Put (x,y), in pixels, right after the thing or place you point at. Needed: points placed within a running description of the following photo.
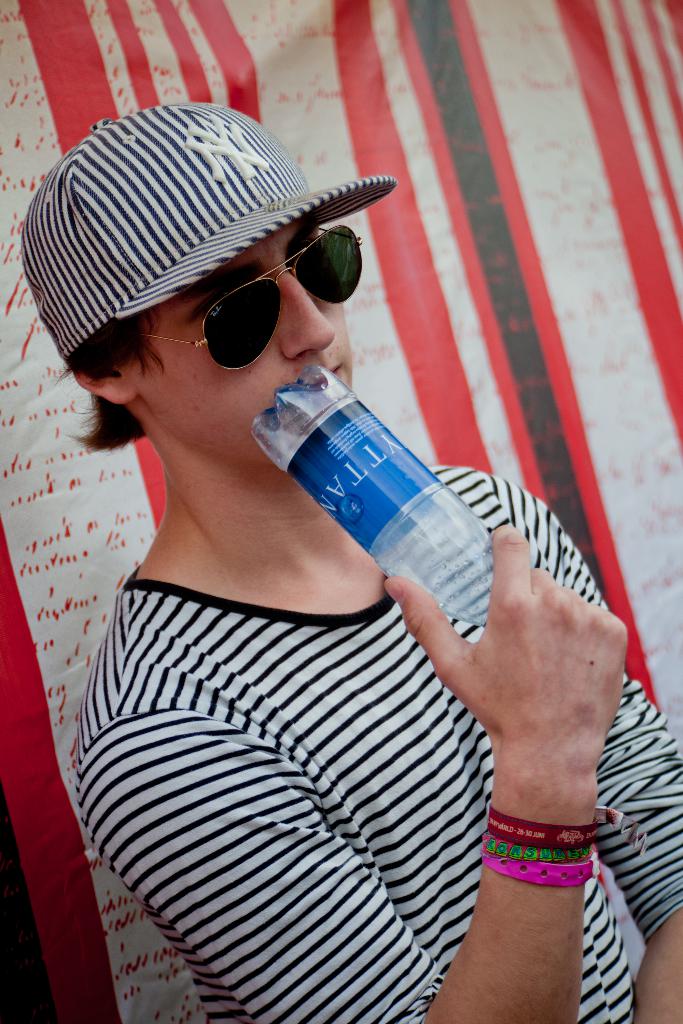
In the center of the image (424,617) there is a boy (441,739) who is wearing a black and white shirt (237,735) is standing. He is holding a bottle (399,534) in his hand (524,652). He is wearing a cap (178,236). In the background (476,125) there is a board (566,258).
